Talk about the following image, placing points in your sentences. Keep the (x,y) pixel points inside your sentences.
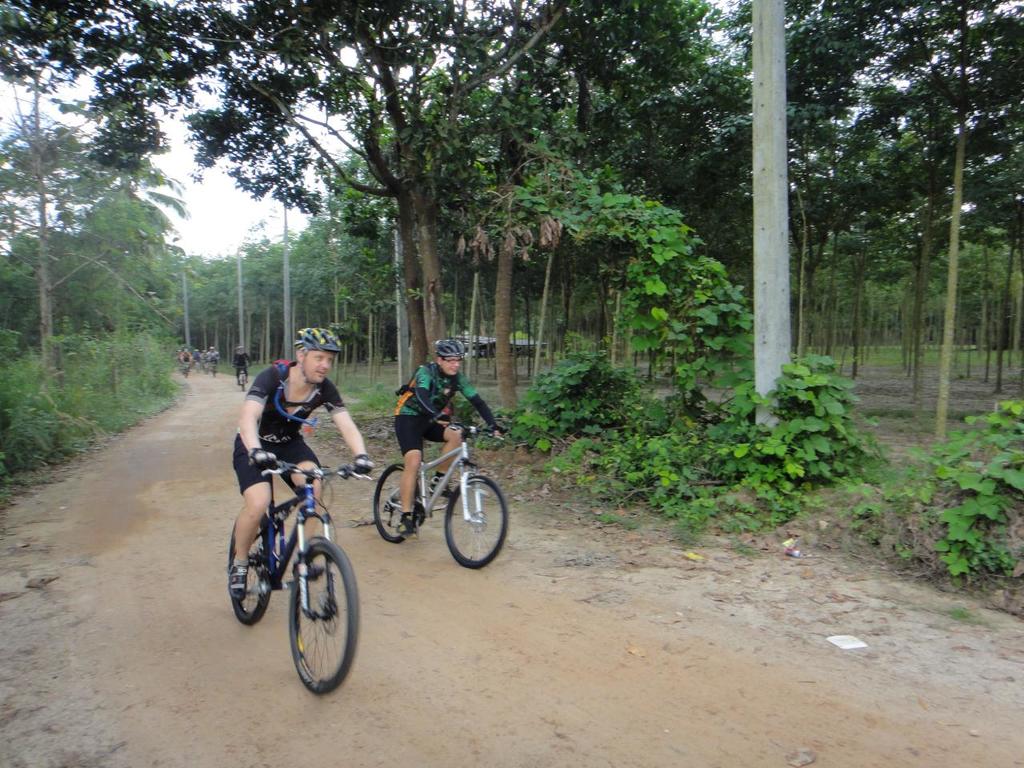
In this image there are people (193,364) cycling on the road (400,646). There are plants (542,446). In the background of the image (359,260) there are trees (218,21) and sky (186,169).
